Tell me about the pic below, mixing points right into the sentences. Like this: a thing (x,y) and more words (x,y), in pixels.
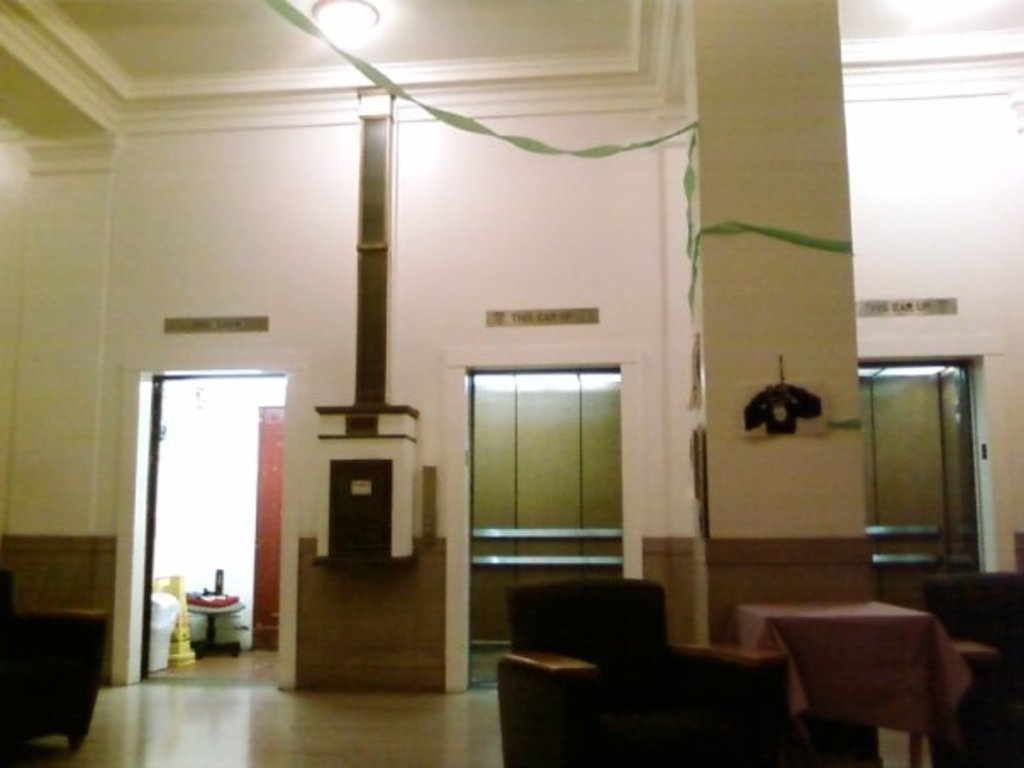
In this image we can see the wall (444,226), ceiling (542,11), there are lights (946,3), pillars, there are some objects (184,652) on the left side (217,586), there are couches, and table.
